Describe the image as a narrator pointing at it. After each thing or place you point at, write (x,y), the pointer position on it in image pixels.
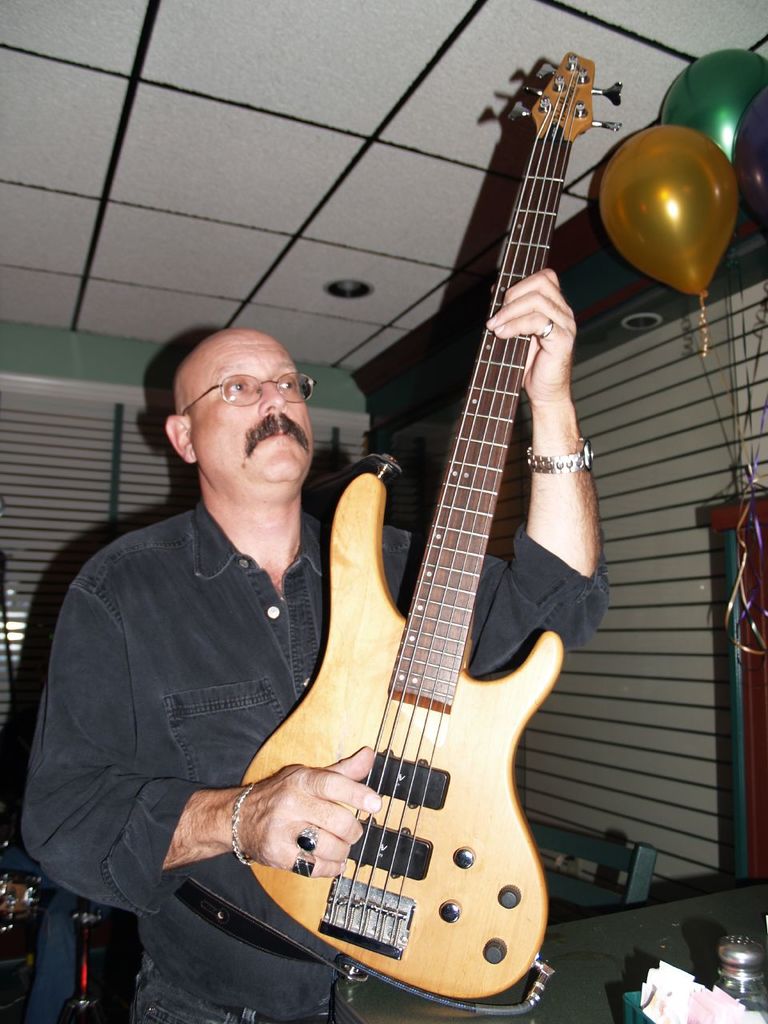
It is a party, there are three balloons (739,145) to right side (706,164) and there is a man (266,426) who is holding a guitar (430,834) in his hands (345,816), in the background (81,452) there is a window (51,490), there is also a table (562,952) and chair (623,854) right side to the man (182,1004).
